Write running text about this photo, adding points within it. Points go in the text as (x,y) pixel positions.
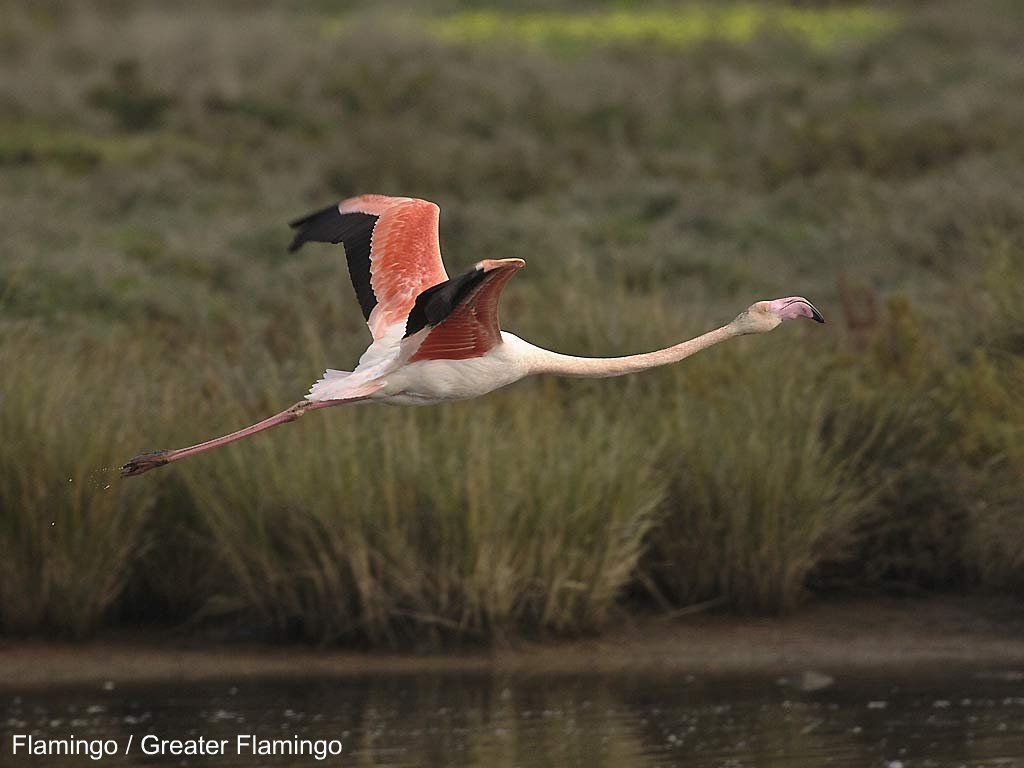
In this image we can see a bird (477,391) flying in the air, bushes (394,532) and water (537,688).
